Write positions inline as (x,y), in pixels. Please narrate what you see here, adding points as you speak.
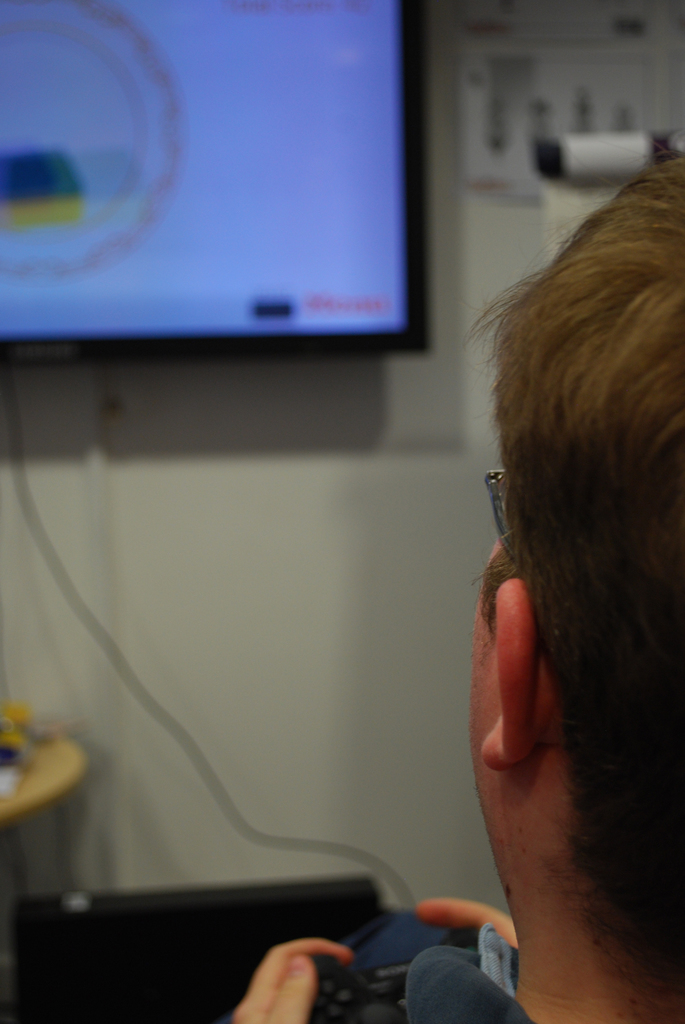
In the image there is a person (628,583) sitting on the right side (637,328) holding a joystick (362,972), in the front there is a tv (217,37) on the wall (450,251) with papers (519,102) beside it.
